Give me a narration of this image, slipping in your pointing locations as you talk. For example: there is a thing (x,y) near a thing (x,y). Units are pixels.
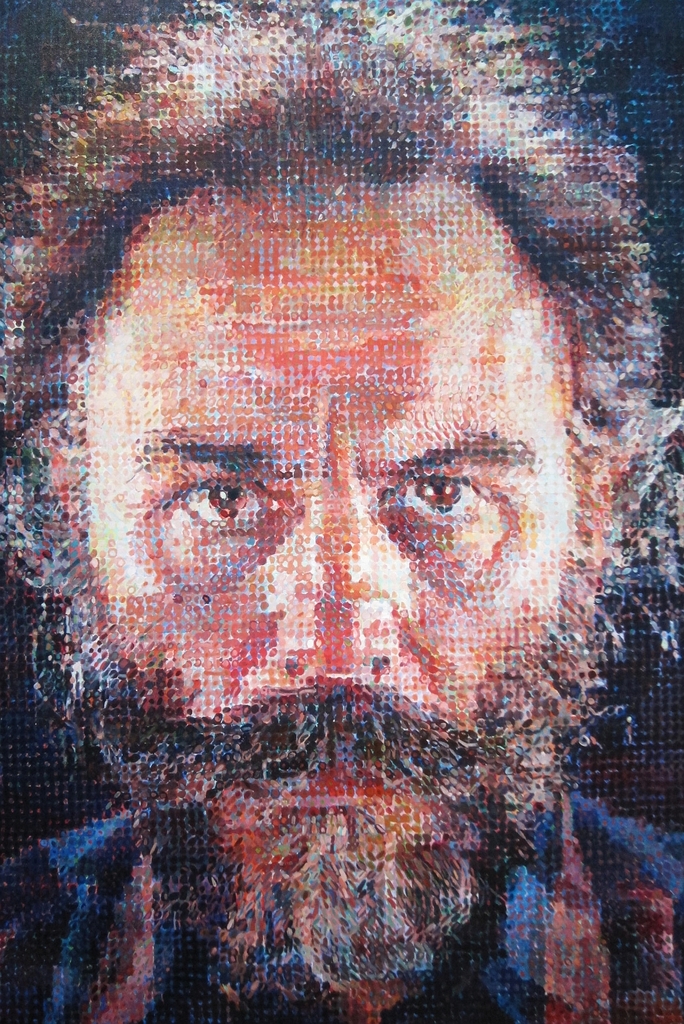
In this picture we can see the edited image of the man (264,811) standing in the front (314,773) and looking to the camera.
